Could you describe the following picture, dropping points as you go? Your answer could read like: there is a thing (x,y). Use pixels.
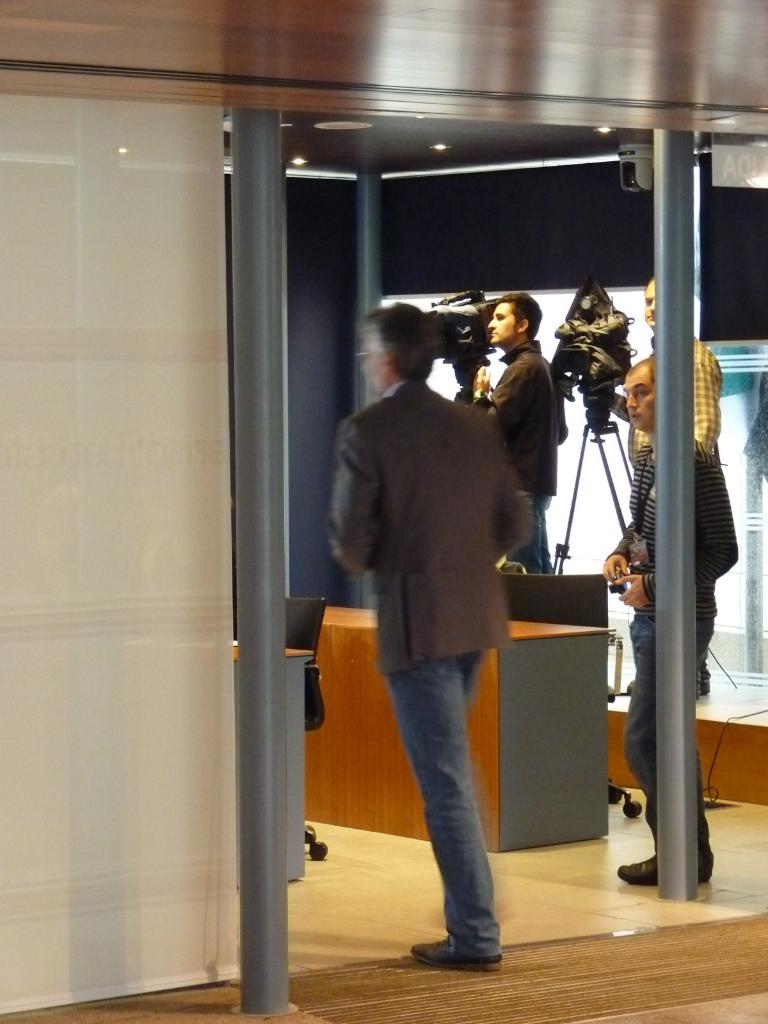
In this picture we can see a man (465,624) walking here, in the background (649,448) there are three people (647,409) standing, we can see the ceiling (458,126) at the top of the picture (224,31), there is a chair (576,605) and desk (562,645) here.
